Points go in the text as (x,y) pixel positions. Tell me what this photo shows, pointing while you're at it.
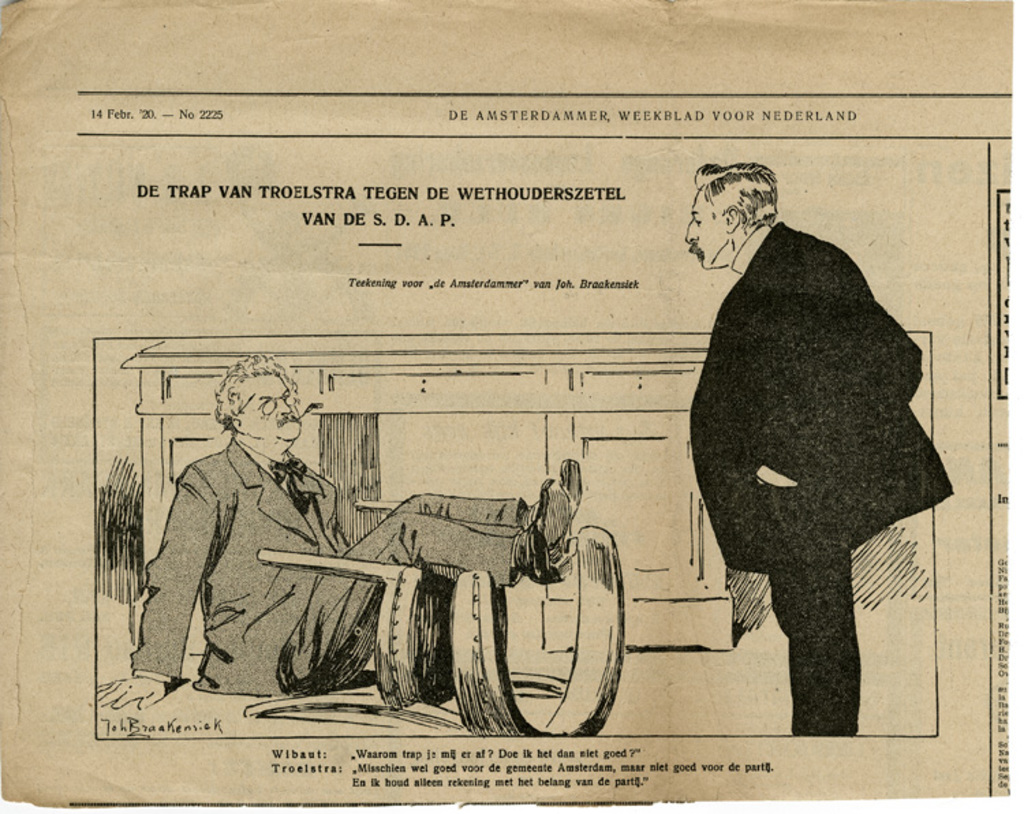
In this image we can see drawing (809,598). In this image we can see persons (238,562), chair (437,635) and cupboard (520,413). At the top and bottom of the image (445,753) we can see text (428,753).
